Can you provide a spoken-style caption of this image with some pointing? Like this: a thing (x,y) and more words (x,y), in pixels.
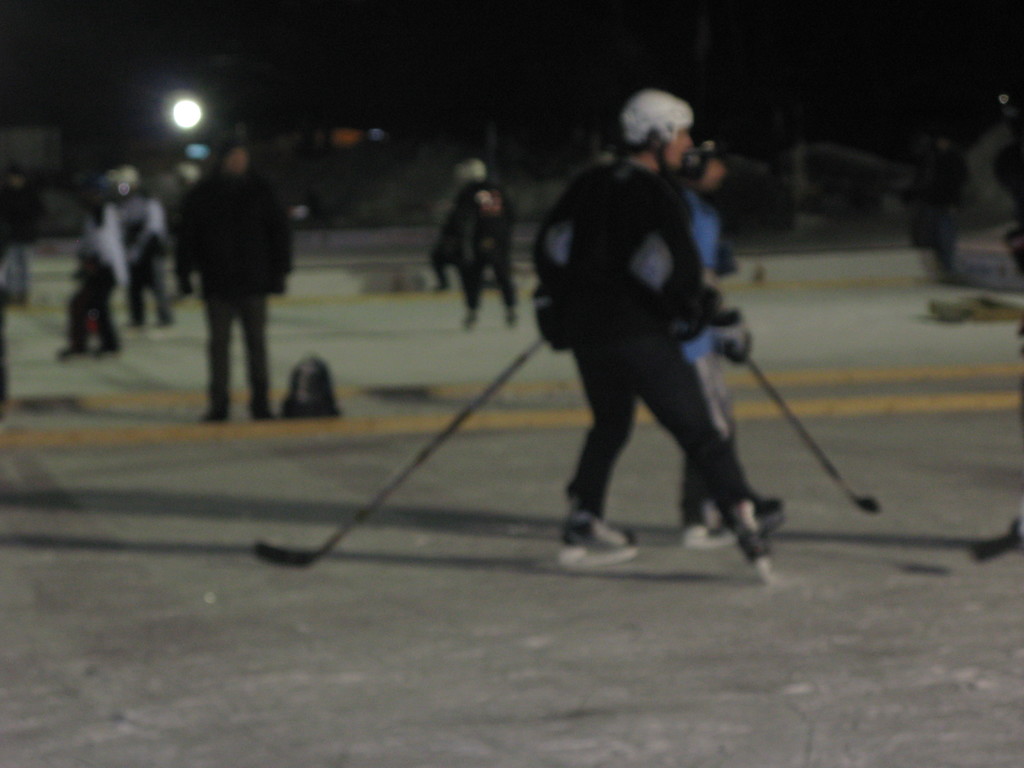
In this image in the foreground (682,308) there are two people (689,311) who are holding sticks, and it seems that they are playing something. And in the background (111,238) there are a group of people (217,241), pole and some objects (51,149) and light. At the bottom (288,635) there is an ice rink (844,587).
